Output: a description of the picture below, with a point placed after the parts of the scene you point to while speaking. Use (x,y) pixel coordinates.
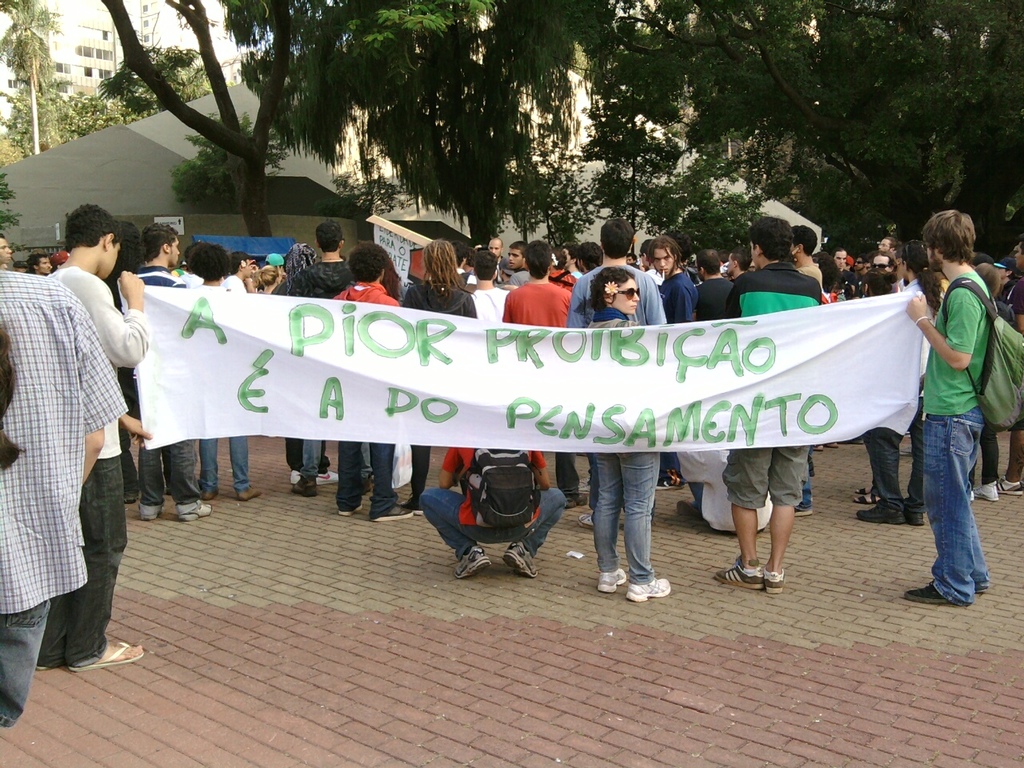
In this picture we can see a group of people (737,524) on the ground (796,521), some people (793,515) are wearing bags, some people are holding a banner (417,318) and in the background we can see buildings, trees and some objects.
